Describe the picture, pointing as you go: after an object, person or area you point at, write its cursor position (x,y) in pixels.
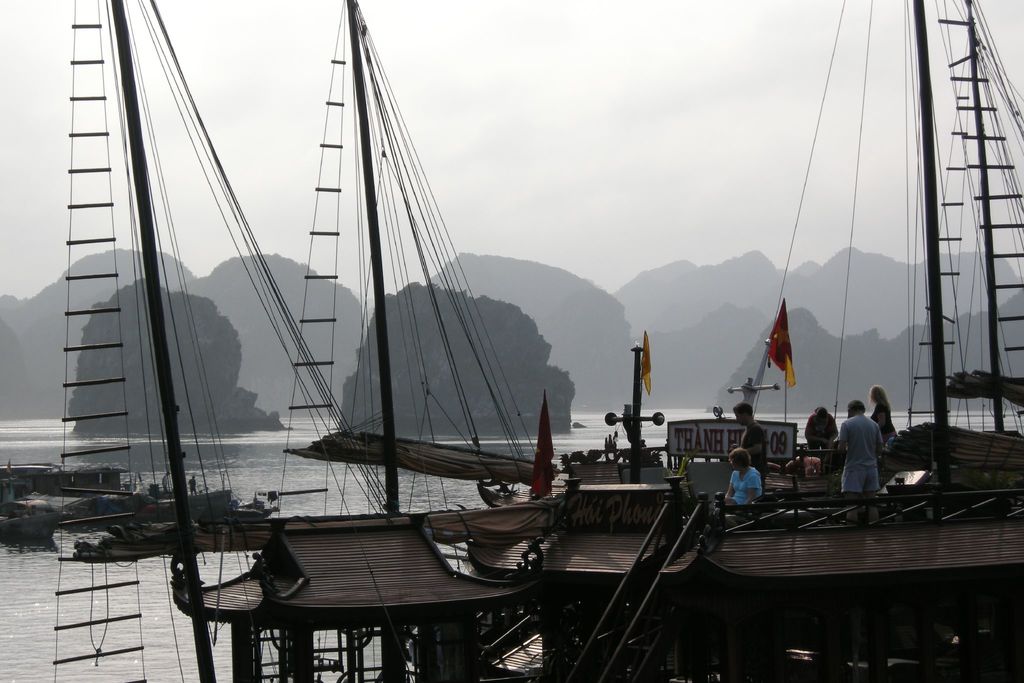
In the image in the center (398,447) we can see few boats (489,514). On boats (615,520), we can see flags (784,334) and few people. In the background (603,388) we can see sky (857,62), clouds (299,140), hill (809,332), trees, water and few boats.
